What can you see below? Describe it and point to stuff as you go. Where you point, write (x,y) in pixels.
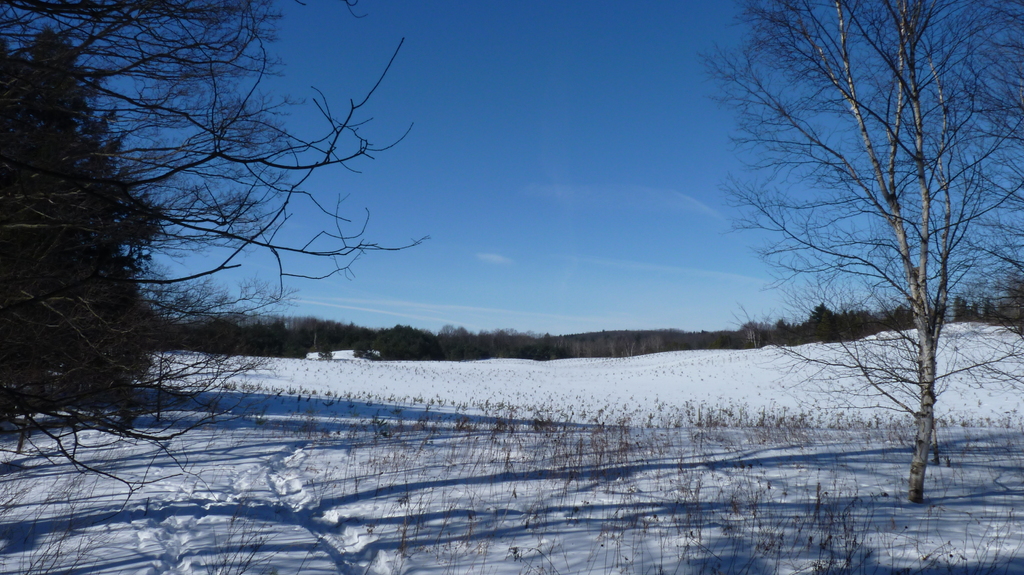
In this image at the bottom (360,474) we can see bare plants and trees (72,241) on the snow (389,474). In the background (171,318) there are trees (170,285) and clouds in the sky (547,120).
